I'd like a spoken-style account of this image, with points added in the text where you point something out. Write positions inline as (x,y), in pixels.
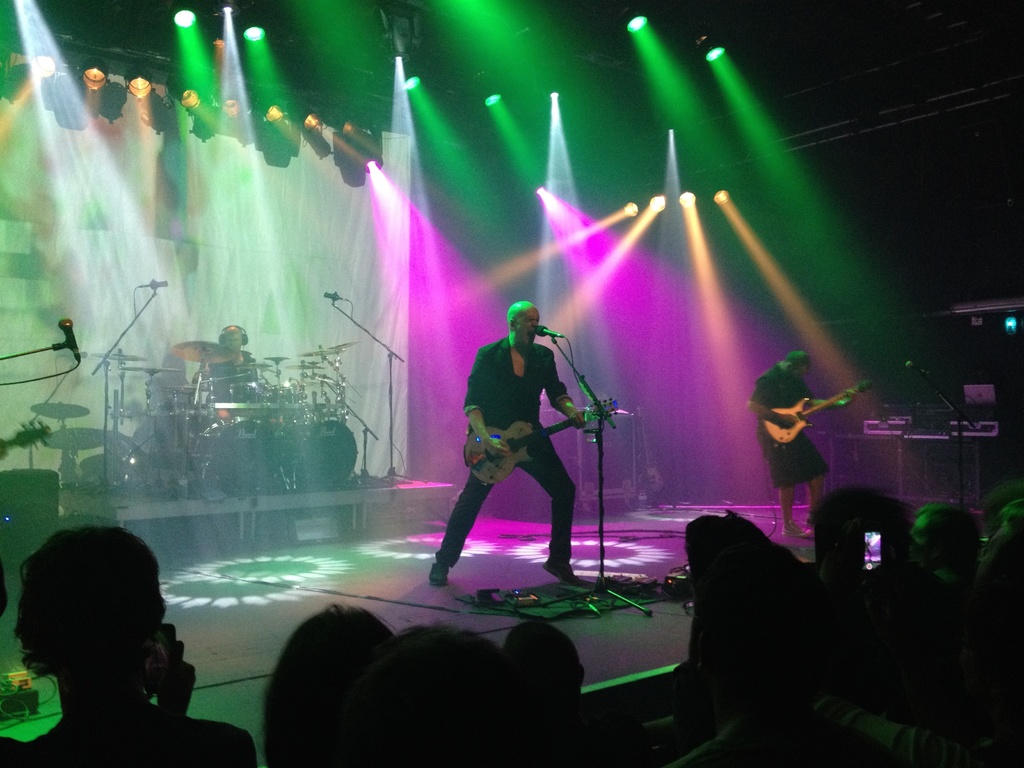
This image is clicked in a musical concert. There are lights (550,159) on the top (591,101) which are in green and pink color. There are people (544,356) on the stage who are playing musical instruments (518,454) and the one who is in the middle (481,437) is singing. Behind him there are drums (295,429) and the person (230,340) is playing drums (268,398). In the bottom (490,712) there are people (584,734) who are watching them.
